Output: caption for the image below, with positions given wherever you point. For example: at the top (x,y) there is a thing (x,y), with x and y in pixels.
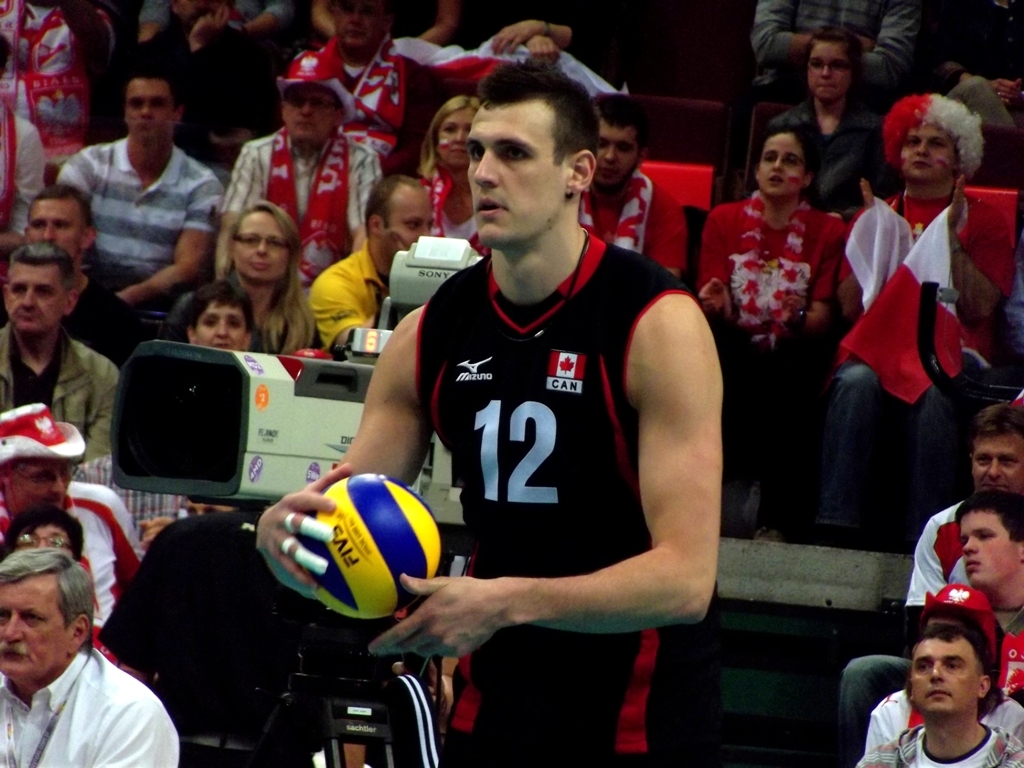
In the center of the image (450,429) we can see a man (450,429) standing and holding a ball (353,609) in his hand (407,580). In the background (96,404) we can see people (372,159) sitting.
